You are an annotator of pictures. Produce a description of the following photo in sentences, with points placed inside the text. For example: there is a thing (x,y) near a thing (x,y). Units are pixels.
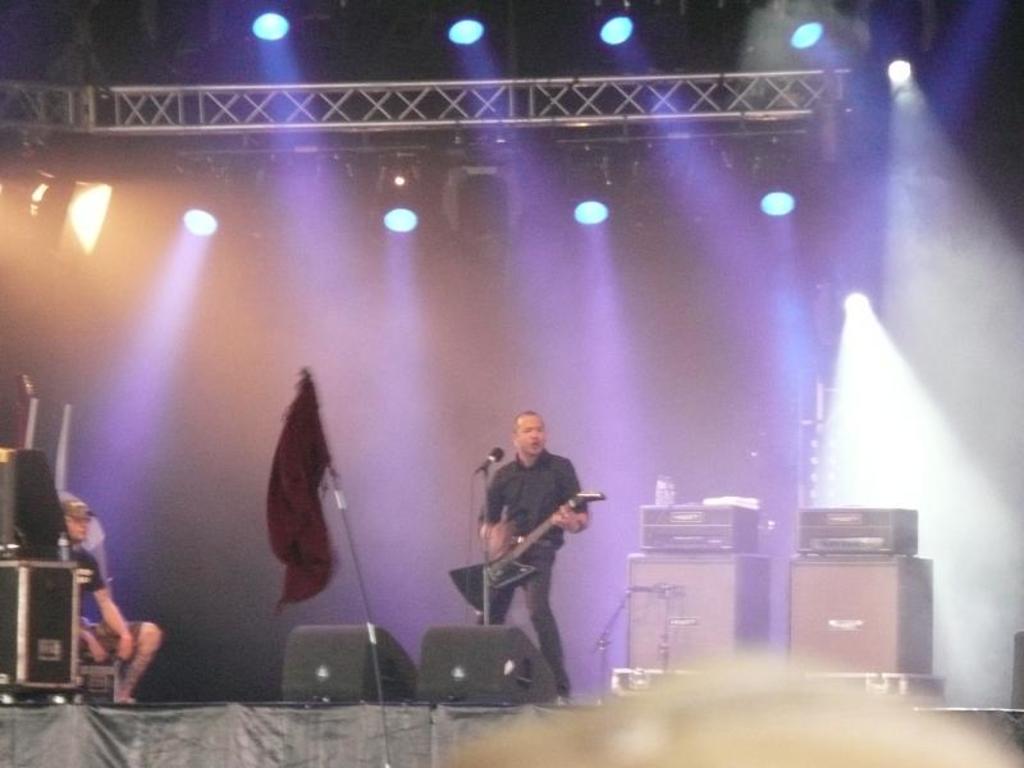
These are focusing lights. Above this stage (230,722) a person (531,583) is playing guitar (509,576). Here we can see devices (678,523), person (79,521), mic (492,463) and flag (324,591).
